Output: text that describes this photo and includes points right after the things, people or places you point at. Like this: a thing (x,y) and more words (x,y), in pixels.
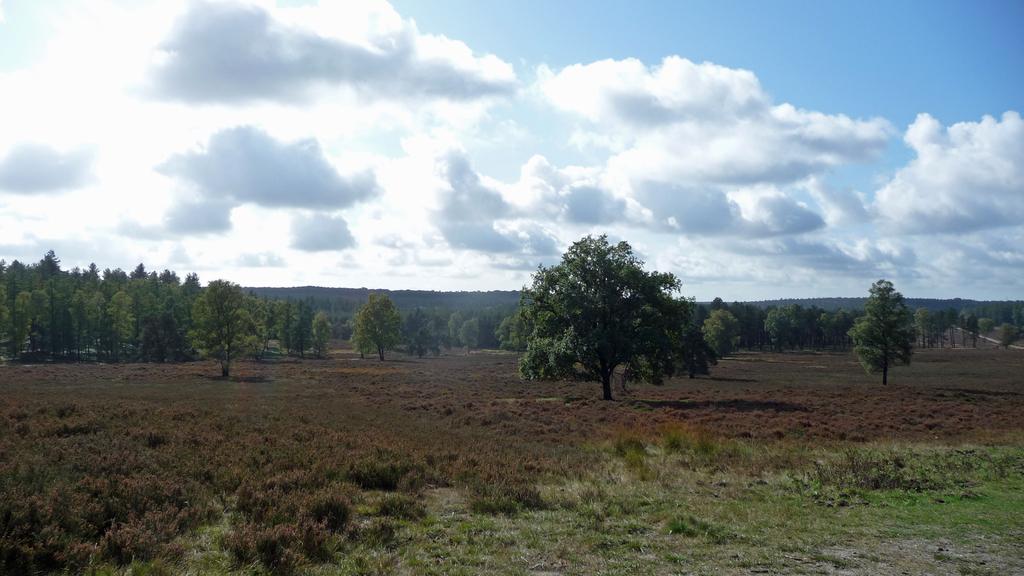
In the foreground of the picture (240,464) there are shrubs (240,464) and grass (853,501). In the center of the picture (522,325) there are trees (507,322) and shrubs (297,403). Sky (420,209) is sunny.
